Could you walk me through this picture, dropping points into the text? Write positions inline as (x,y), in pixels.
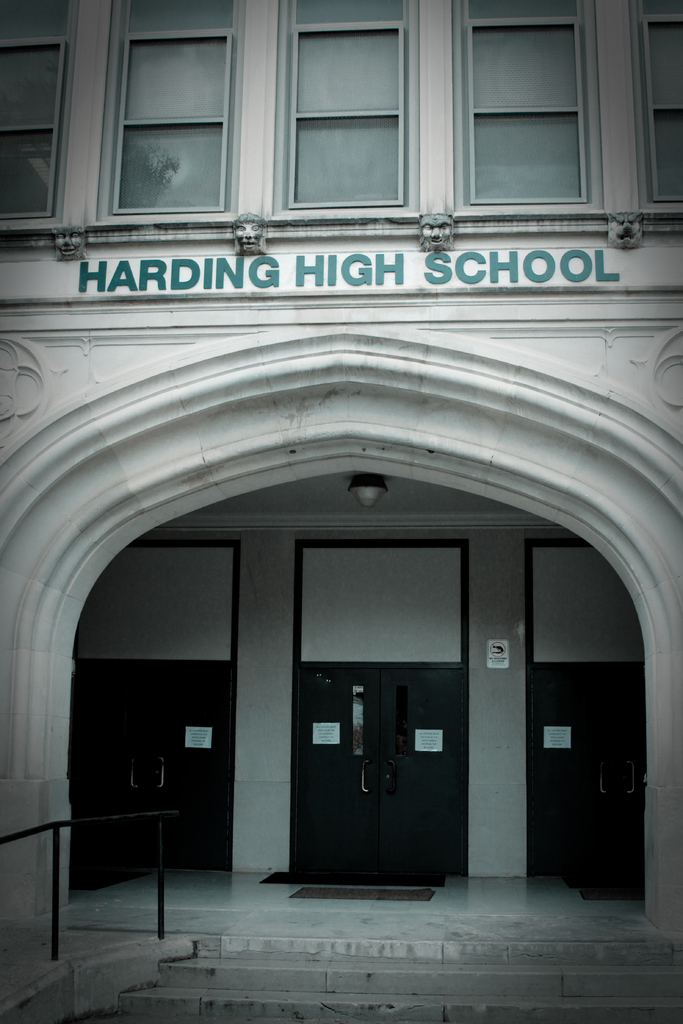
In this picture I can see a building (357,290) in front (550,31) and on the bottom of this picture (561,993) I can see the railing (15,839) and the steps (177,983). In the middle of this picture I see 3 words (321,270) written.
